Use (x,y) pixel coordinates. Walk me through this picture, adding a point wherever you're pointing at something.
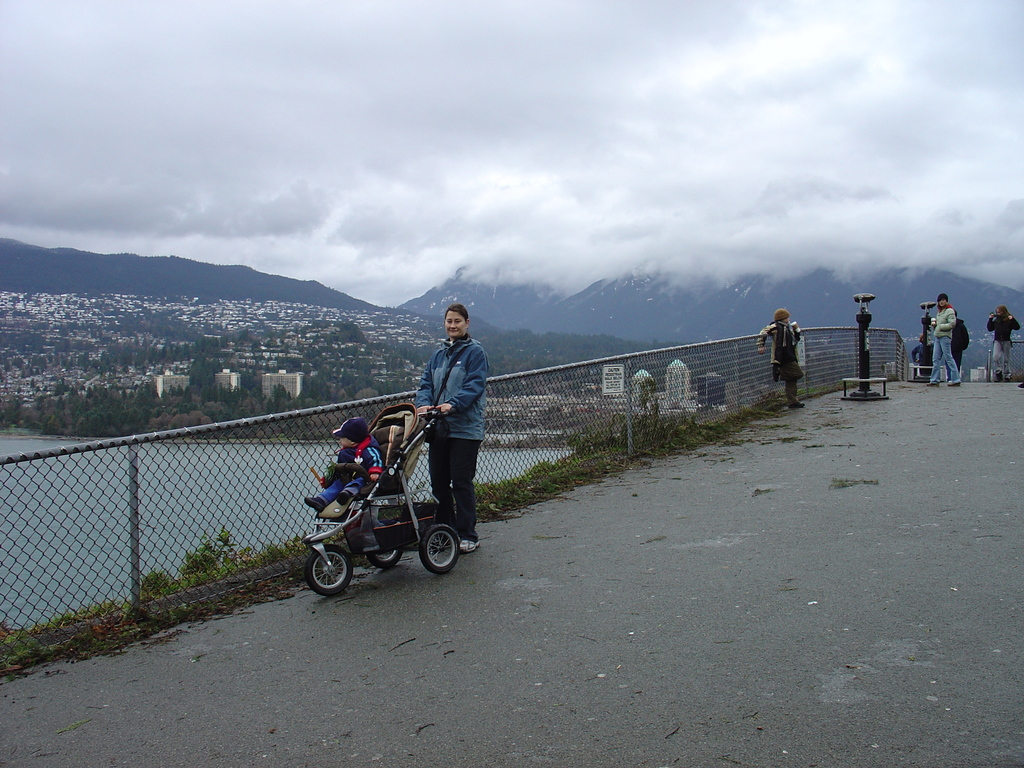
In this image, we can see a road (284,700), there are some people (465,497) standing and there is a baby trolley (400,506), we can see a baby (364,484) sitting in the trolley (384,500), in the background (117,460), we can see water (123,471) and there are some buildings (238,383), at the top (490,126) there is a sky (438,281).
